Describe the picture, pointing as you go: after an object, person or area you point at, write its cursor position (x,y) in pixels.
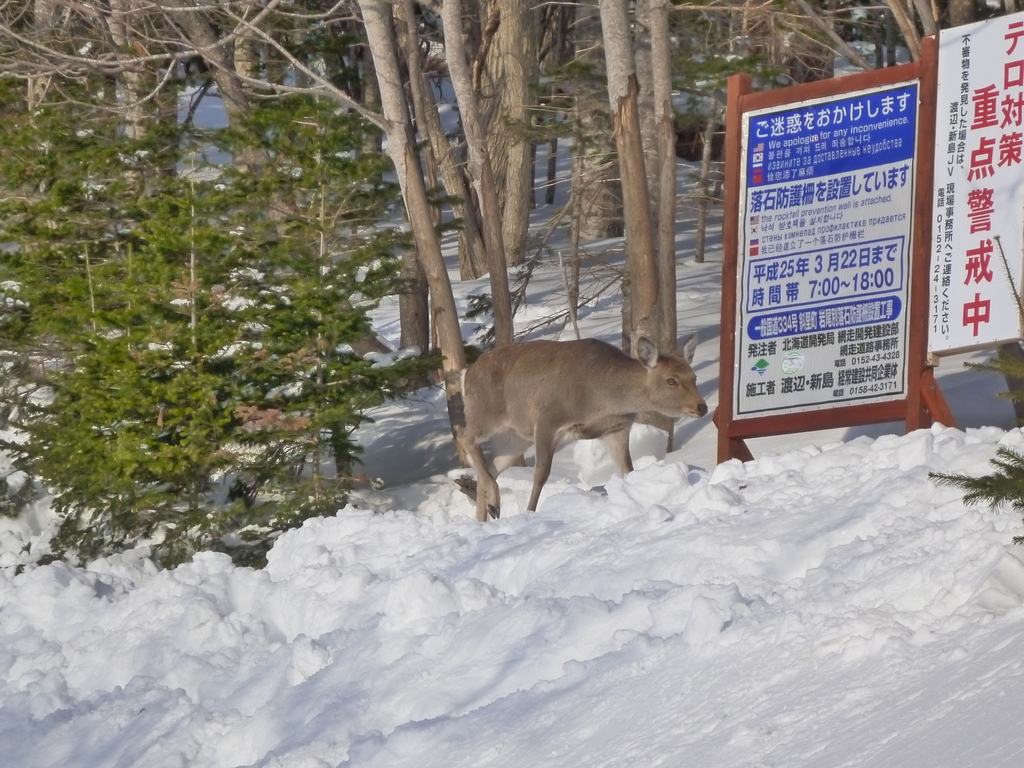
In this image I can see an animal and I can see trees (586,101), plants (71,318), boards (999,200) and on boards (872,200) I can see text (855,224).
